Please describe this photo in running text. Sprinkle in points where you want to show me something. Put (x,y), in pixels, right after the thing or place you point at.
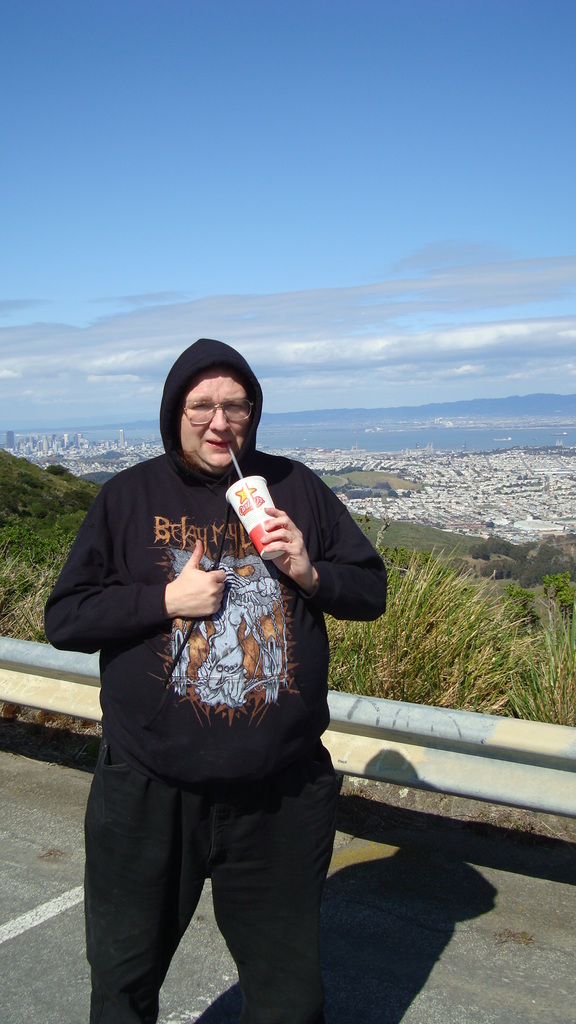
In the foreground of this image (212,679), there is a man (236,823) standing on the ground (388,924) holding a glass (268,553) in his hand (274,549) and straw (235,466) in his mouth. In the background (551,756), there is a railing pole (540,732), grass (477,624), the city (464,423), sky (386,138) and the cloud (323,339).
